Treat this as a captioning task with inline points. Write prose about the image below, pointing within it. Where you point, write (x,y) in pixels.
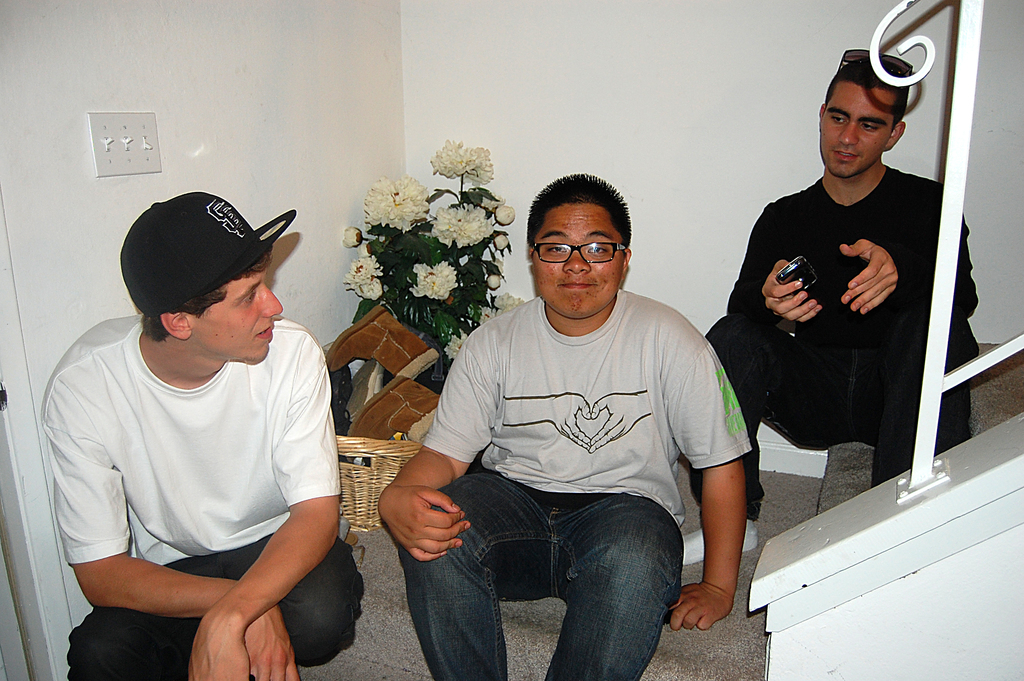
In this picture I can see 3 men (656,332) in front (890,196) who are sitting and I see a basket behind them on which there is a plant (431,264), on which there are flowers (455,169) which are of white in color. In the background (436,203) I see the wall (359,217) which is of white in color and on the right side of this image (953,210) I see the steps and the railing (946,211).
